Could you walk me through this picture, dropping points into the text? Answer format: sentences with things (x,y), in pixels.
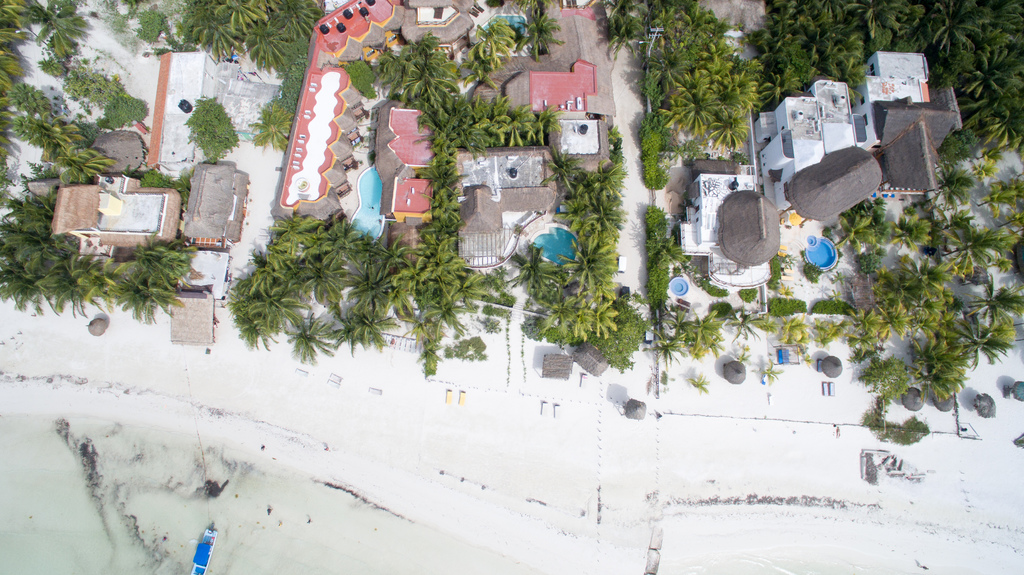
The picture is captured from the aerial view, there are many buildings (488,185), swimming pools (552,251), trees (269,290), sand (392,438) and beach (217,386) visible in the image.
